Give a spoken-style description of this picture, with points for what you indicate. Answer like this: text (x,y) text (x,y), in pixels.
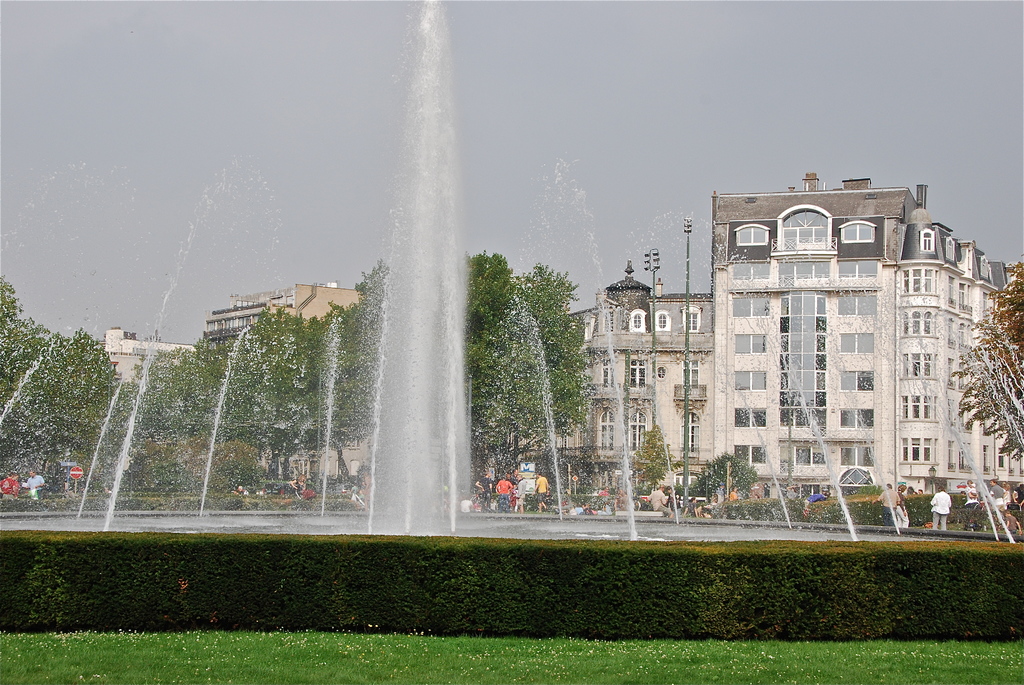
In this image I can see water fountain (420,463). There are bushes (514,611), trees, group of people (498,482), lights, poles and buildings (731,306). There is grass (466,662) and in the background (613,18) there is sky (50,274).
